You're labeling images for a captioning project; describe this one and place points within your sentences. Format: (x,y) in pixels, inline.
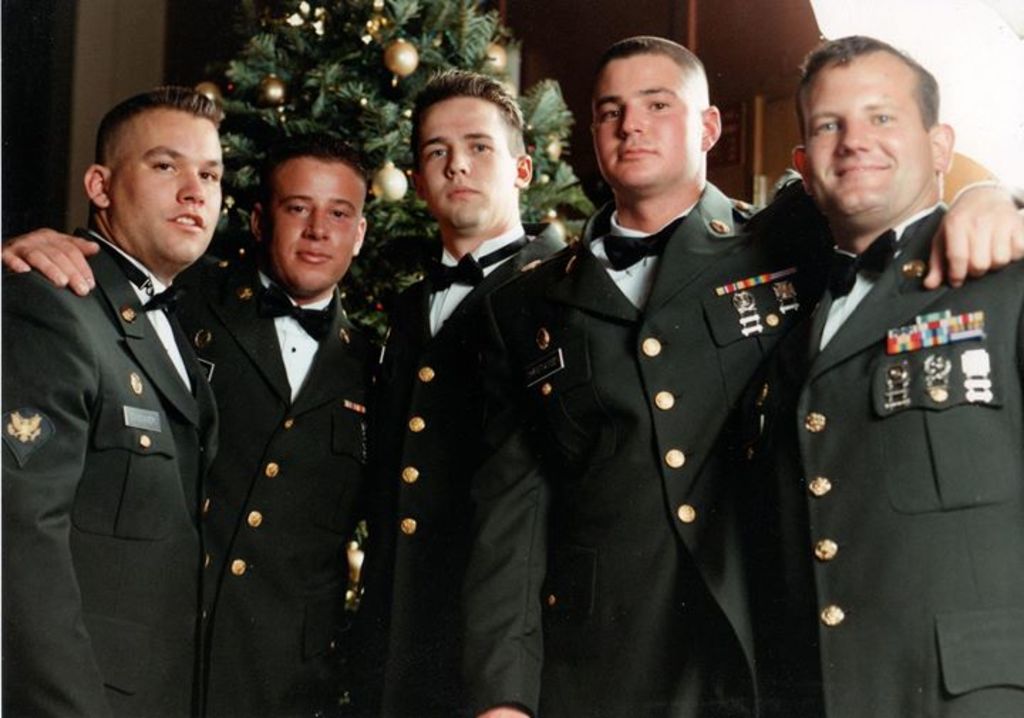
In this image we can see people (607,399) standing. They are wearing uniforms (381,437). In the background (375,164) there is an xmas tree (393,102) and a wall (112,84).
